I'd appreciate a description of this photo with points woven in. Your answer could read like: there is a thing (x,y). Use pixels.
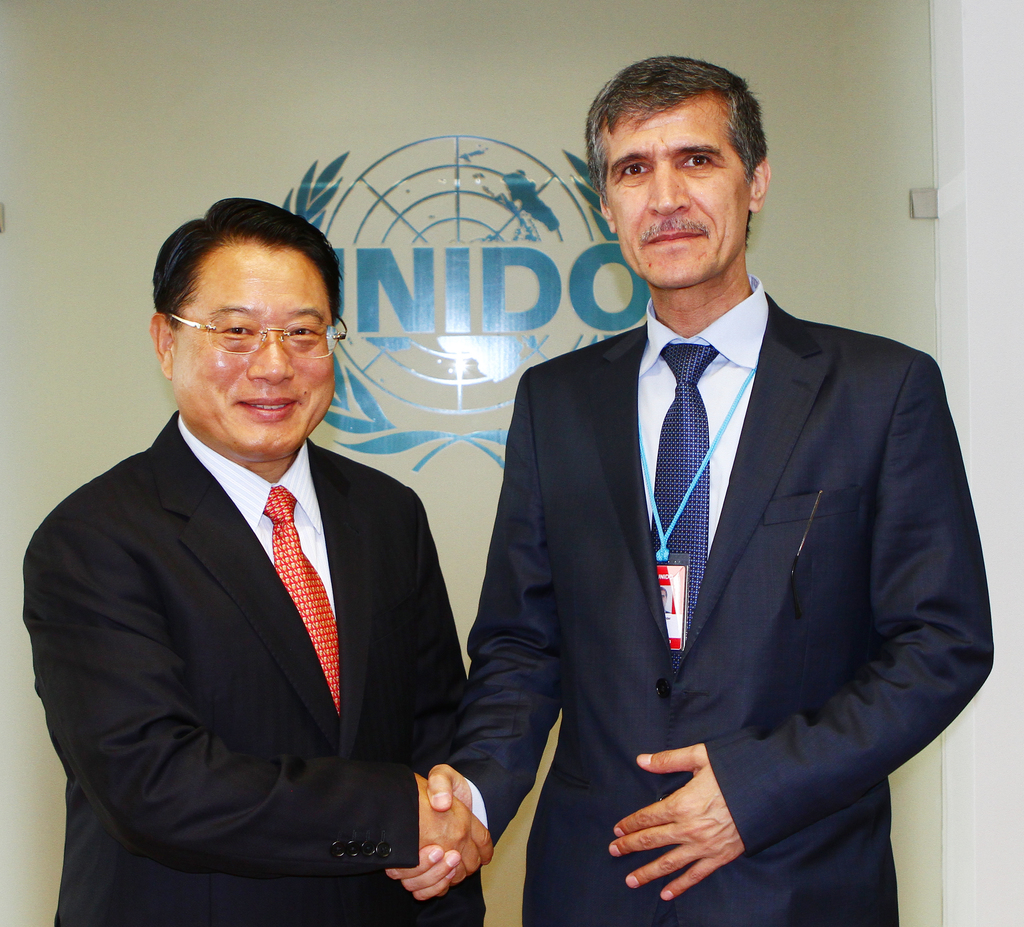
In the center of the image (516,448) there are two people (56,530) standing and shaking hands (480,850). In the background of the image (536,114) there is wall (49,133).
